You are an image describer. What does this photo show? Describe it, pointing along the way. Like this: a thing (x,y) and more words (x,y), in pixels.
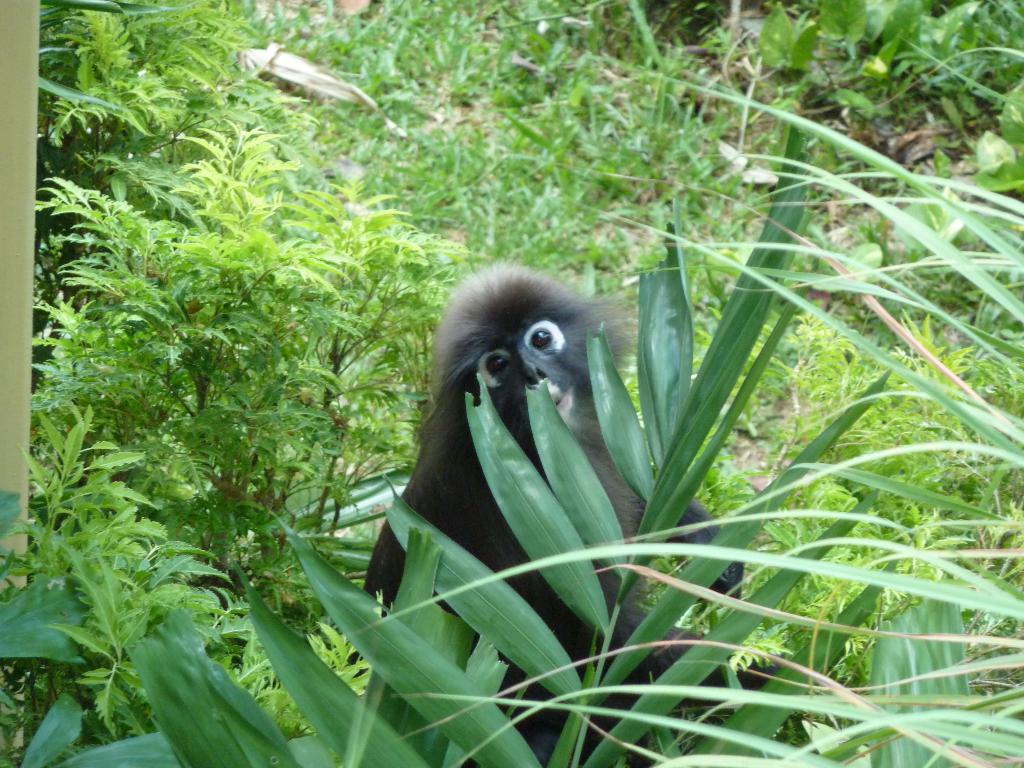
In this image I can see few trees (624,578) which are green in color and an animal (555,323) which is black in color in between the trees (496,480).
